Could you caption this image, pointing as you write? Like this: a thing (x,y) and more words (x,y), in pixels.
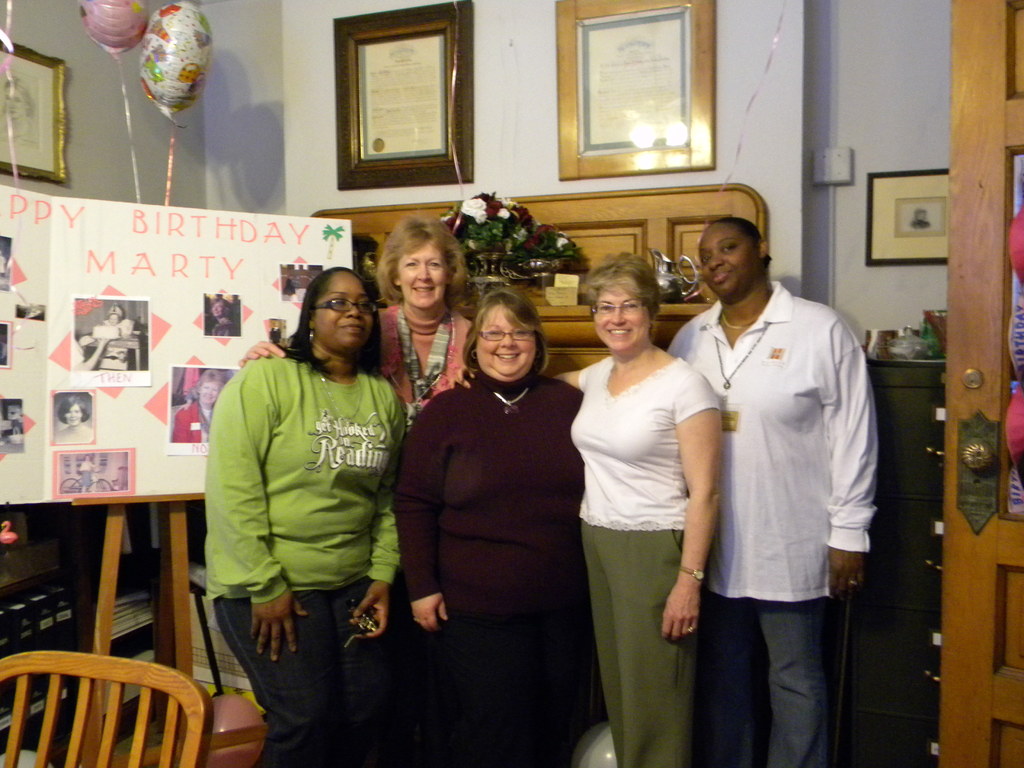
In this image we can see one wooden door (985,477) with some objects (1017,428), one board (142,276) on the wooden stand (112,516), some text (191,271) and some photos (306,267) attached to the whiteboard (131,264). There are some frames (34,138) attached to the wall (889,269), some different kinds of objects (500,254) are on the surface (378,230), some flowers (473,231), two balloons (191,63) attached to the board (149,229), five people (263,420) are standing and two people (290,540) are holding objects (361,617).
